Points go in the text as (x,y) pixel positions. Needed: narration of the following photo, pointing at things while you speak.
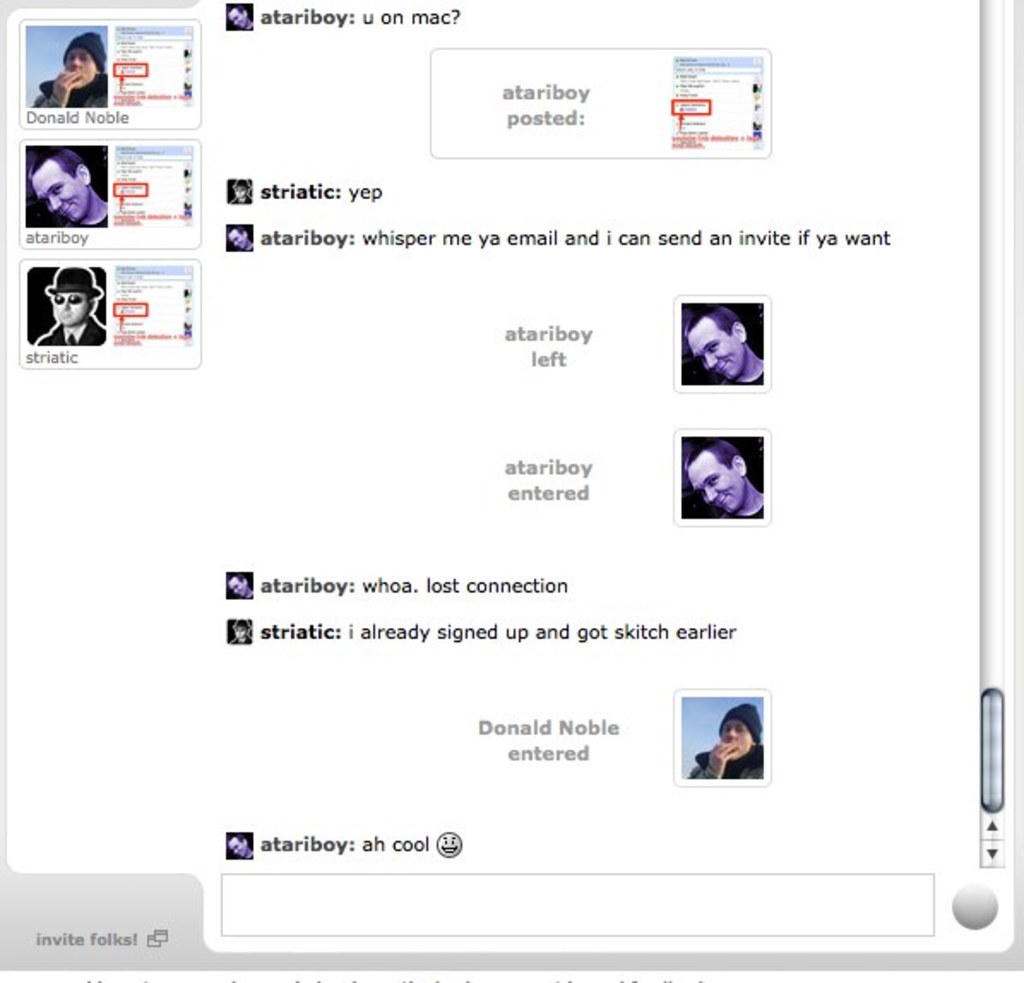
In this image there is text (524,592), there are persons (716,324), there is a scroll bar (991,732) towards the right of the image (988,745), there is a text (136,942) towards the bottom of the image (56,944), the background of the image (973,676) is white in color.
